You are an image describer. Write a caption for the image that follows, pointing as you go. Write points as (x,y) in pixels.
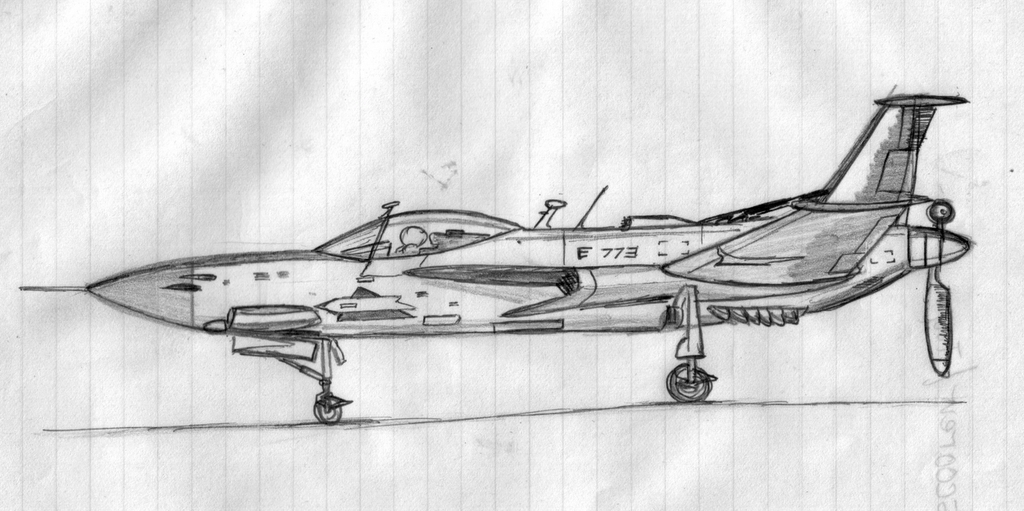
In this picture I can see the drawing (760,273) of a jet plane (736,307) in a paper (658,339).
